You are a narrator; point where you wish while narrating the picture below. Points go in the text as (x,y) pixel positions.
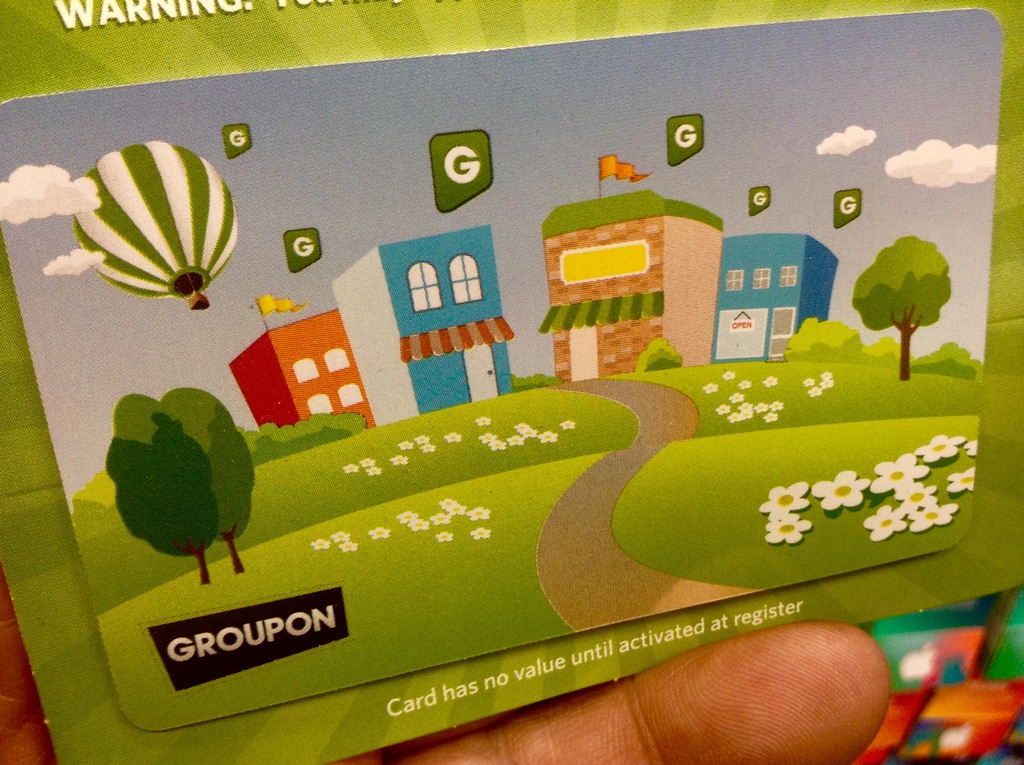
In this image in the center (624,469) there is one person (789,704) who is holding some board (84,231), in that board (246,537) there is some text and some houses (309,417), trees (204,467) and some flowers (849,482), walkway (595,486), grass (600,448) and one hot air balloon (168,246).
